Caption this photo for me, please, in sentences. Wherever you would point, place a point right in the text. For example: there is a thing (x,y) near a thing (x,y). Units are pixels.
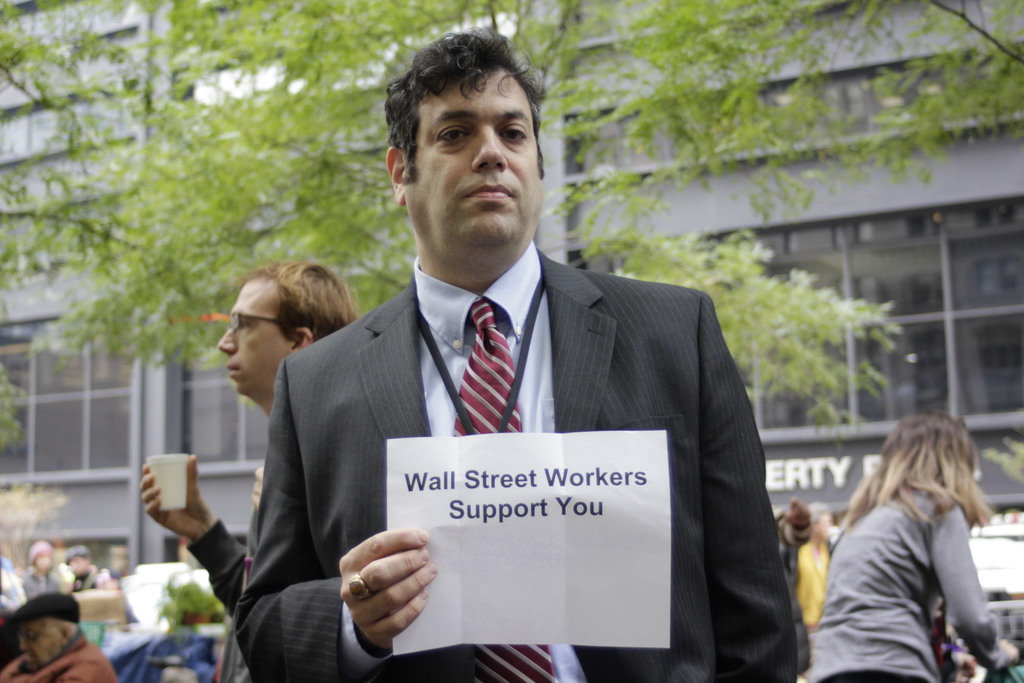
In the image we can see a man (511,329) standing, wearing clothes (552,406), finger ring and holding a paper (509,513) in hand (416,574). Behind him we can see there are many other people (230,574) standing and some of them are sitting. Here we can see the building (911,248) and the windows (934,287) of the building (925,292). Here we can see the text (813,464) and the trees (318,46).
